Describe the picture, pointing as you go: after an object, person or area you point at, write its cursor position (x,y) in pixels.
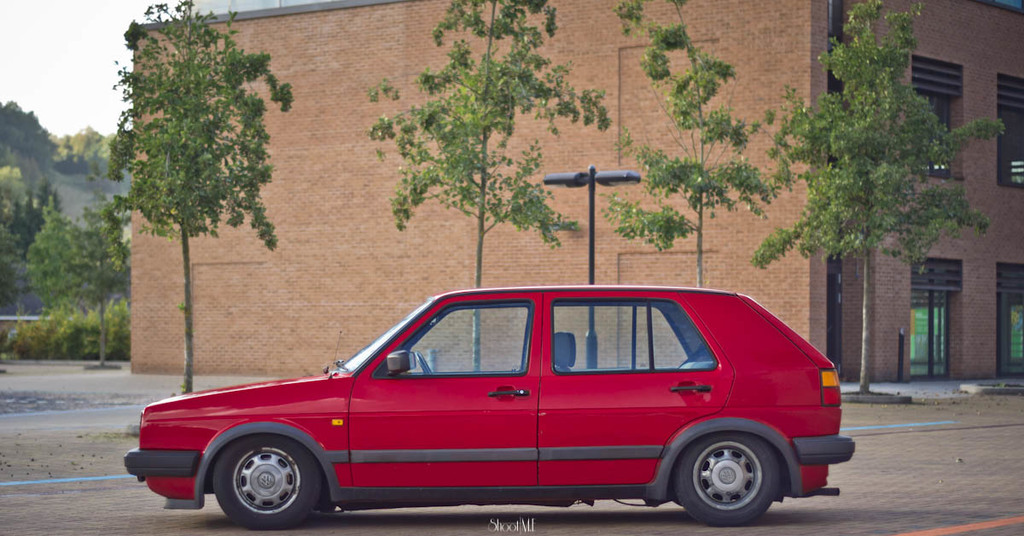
In this picture we can see a car (534,449) on the road (475,516), trees (186,70), plants (57,319), lights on pole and building (936,260). In the background of the image (76,61) we can see the sky (74,70).
